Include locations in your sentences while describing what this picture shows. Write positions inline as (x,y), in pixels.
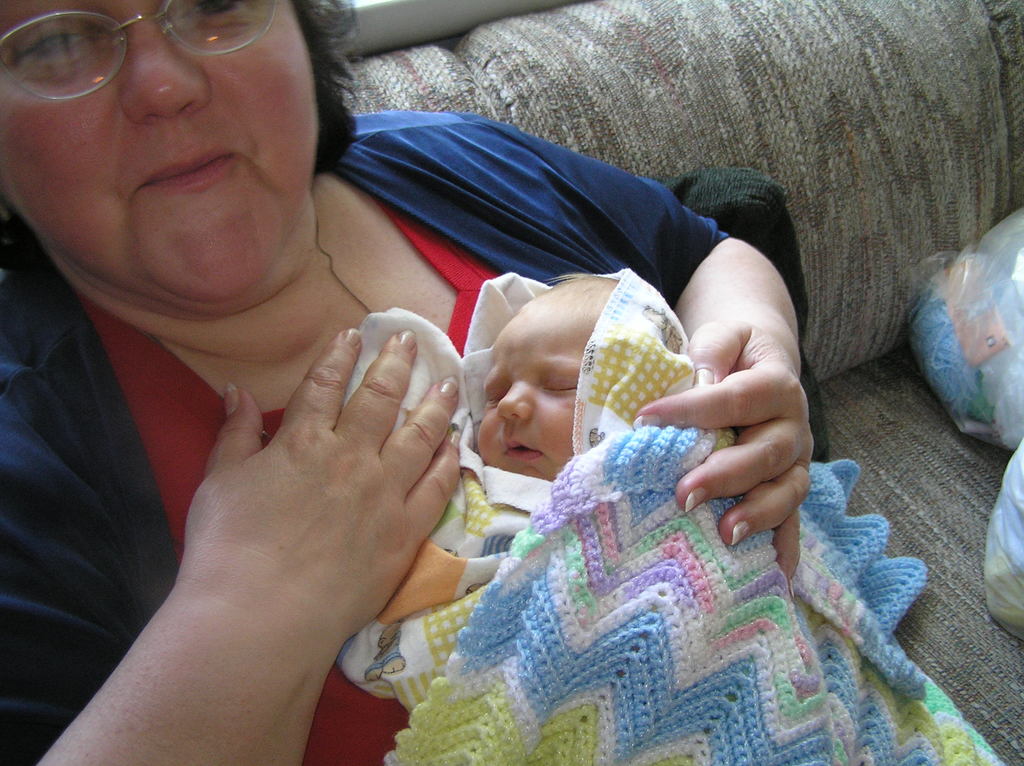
The woman (236,365) in red T-shirt (178,484) and blue jacket (37,368) is sitting on the sofa (870,355). She is wearing the spectacles (252,15) and she is smiling. She is holding the baby (529,328) in her hands (742,485). Beside her, we see cushions (680,12). This picture might be clicked inside the room (366,390).
